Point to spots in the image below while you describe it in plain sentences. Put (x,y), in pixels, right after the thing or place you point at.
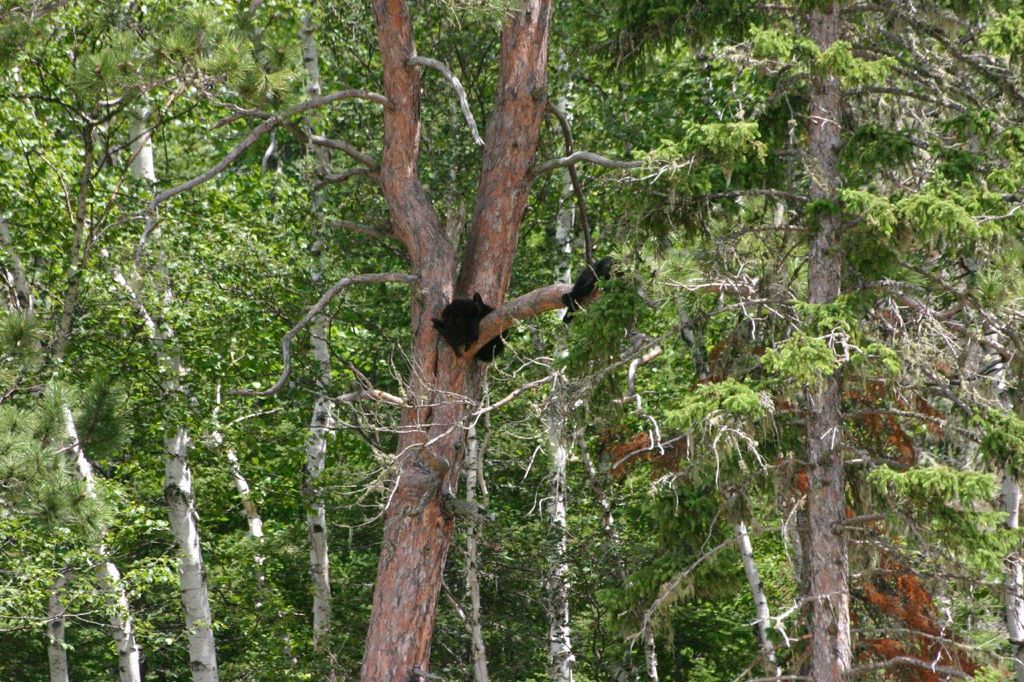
In this picture, there are many trees (412,429). We see a black color thing (453,350) is on the tree (441,440). This picture might be clicked in the forest (494,397).
